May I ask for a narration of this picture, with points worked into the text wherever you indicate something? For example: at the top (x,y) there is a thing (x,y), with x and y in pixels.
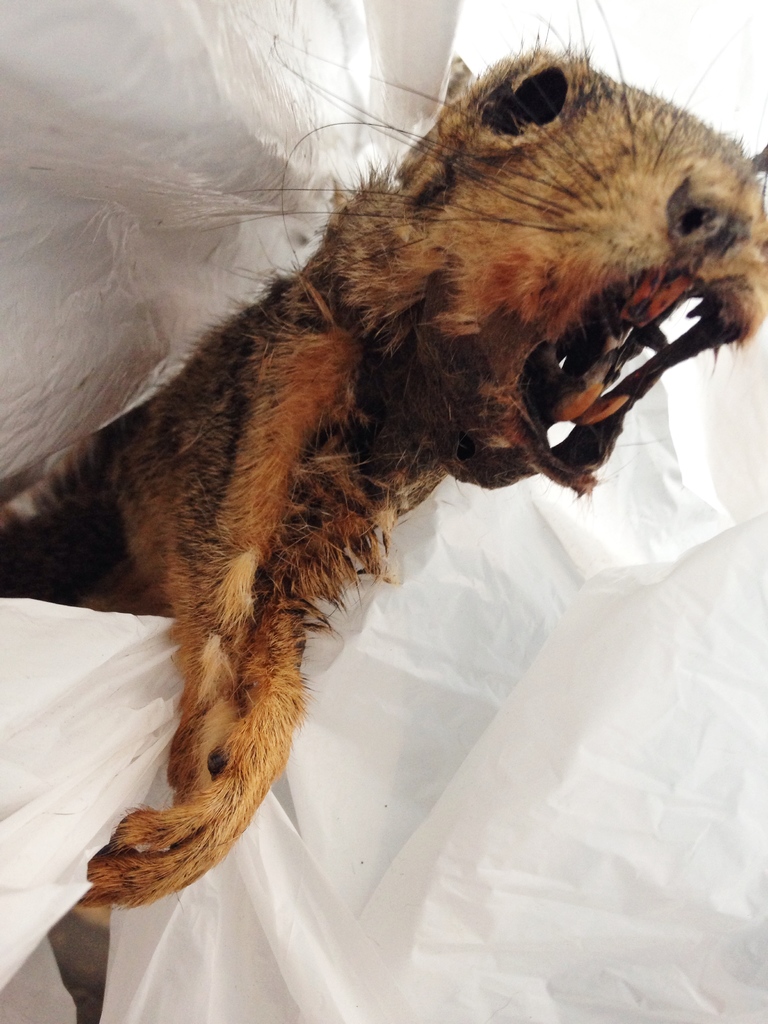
In this image we can see an animal (334,331). There is a white color sheet (158,726) in the image.
